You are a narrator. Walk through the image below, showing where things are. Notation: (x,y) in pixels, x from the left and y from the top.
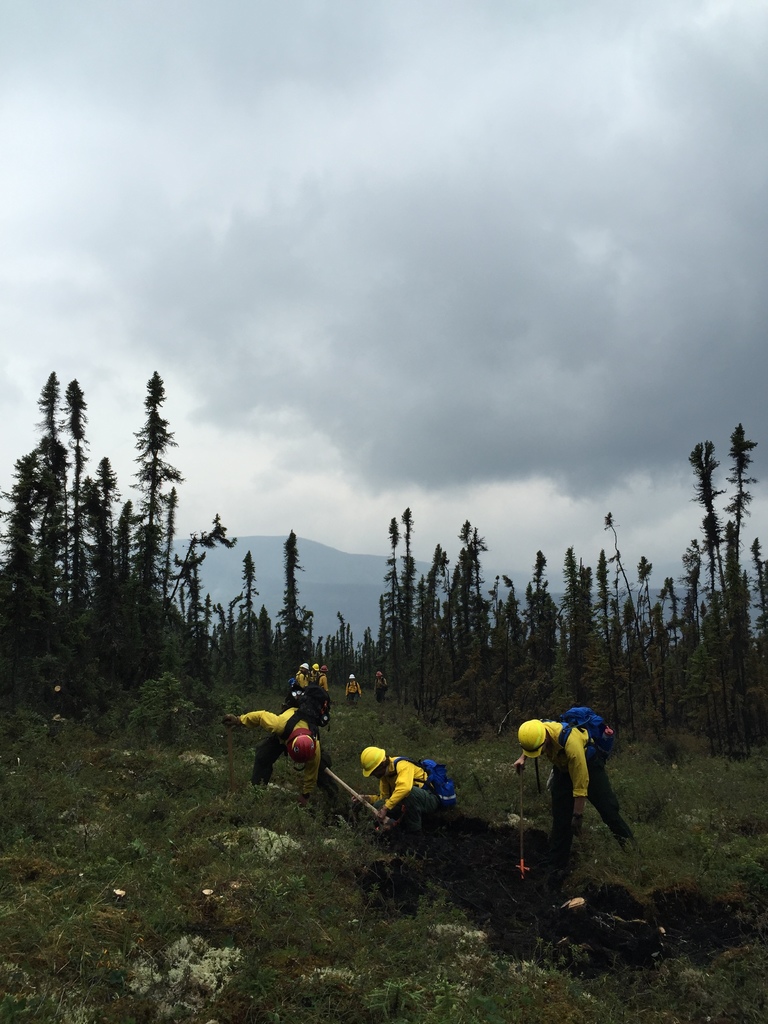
In this image I can see some people (298,754). I can see the grass (278,963). In the background (355,653), I can see the trees (107,635) and clouds (417,343) in the sky (371,308).
